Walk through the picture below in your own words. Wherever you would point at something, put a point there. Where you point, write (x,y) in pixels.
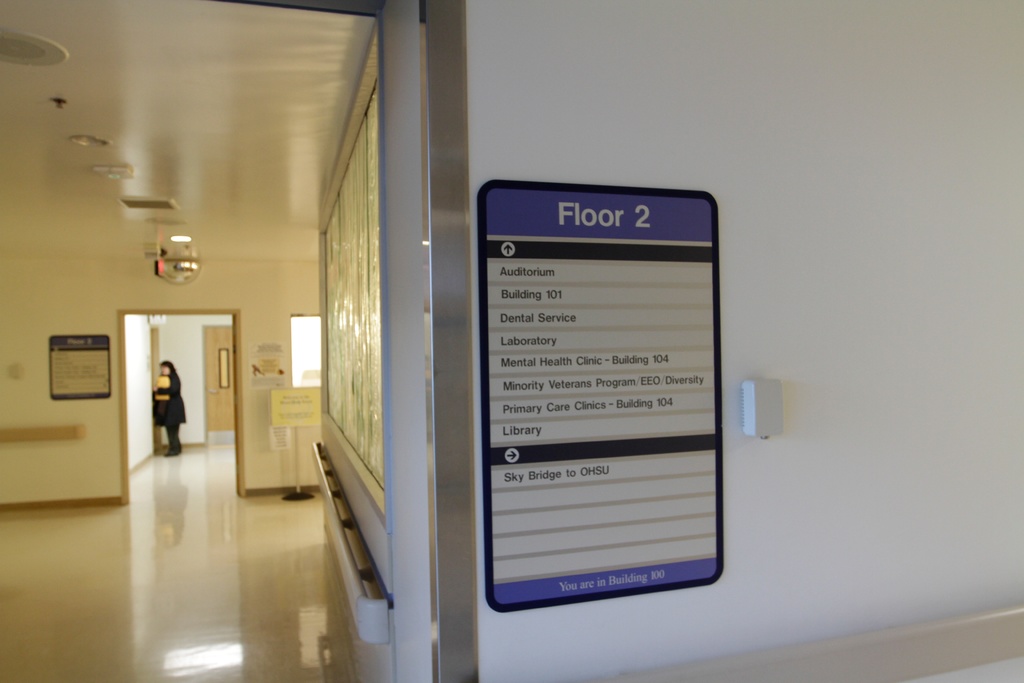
In this picture we can see boards (305,420) attached to the walls (288,383) and a pole (292,496). There is a person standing on the floor (164,471) and we can see posters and lights (7,55).
